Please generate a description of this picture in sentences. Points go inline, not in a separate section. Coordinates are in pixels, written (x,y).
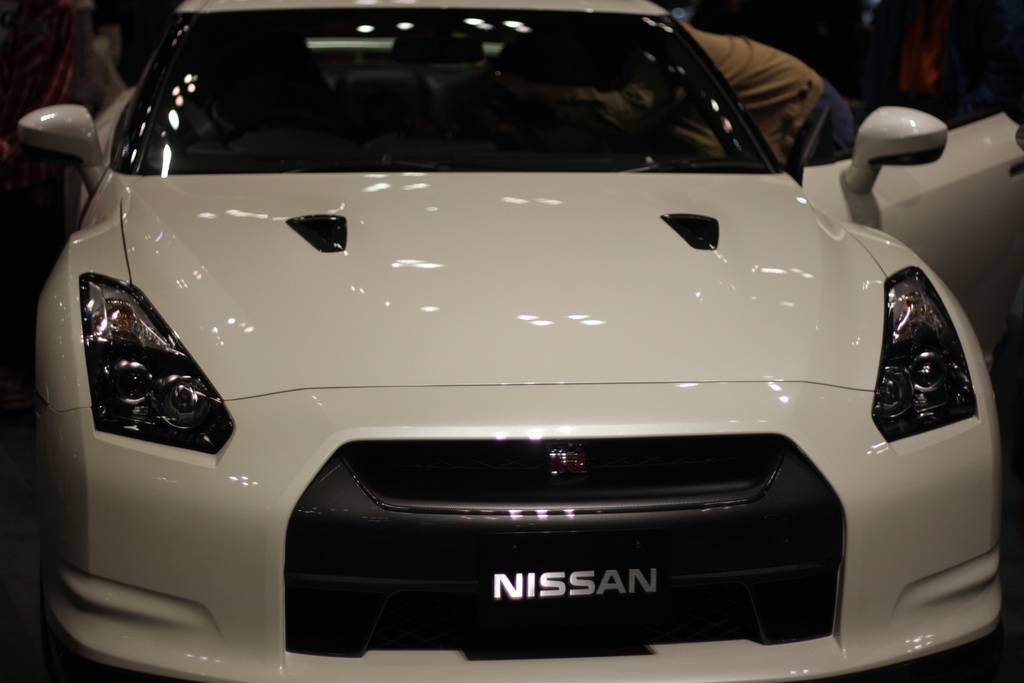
In the image there is a car (452,256) and on the right side (815,108) a person (774,102) is peeping into the car (629,74).
